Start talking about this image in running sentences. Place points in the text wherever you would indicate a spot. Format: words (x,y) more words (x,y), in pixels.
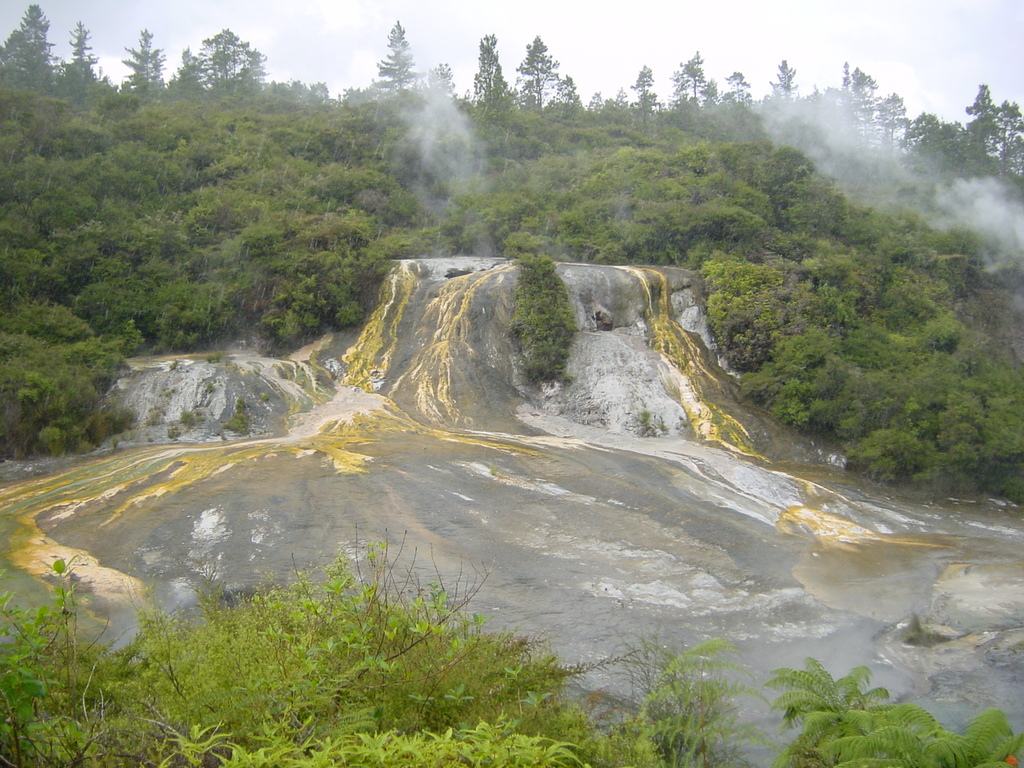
In this image I can see the rock (538,450) and the water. In the background (547,189) I can see few trees (501,151) in green color and the sky (409,25) is in white color.
